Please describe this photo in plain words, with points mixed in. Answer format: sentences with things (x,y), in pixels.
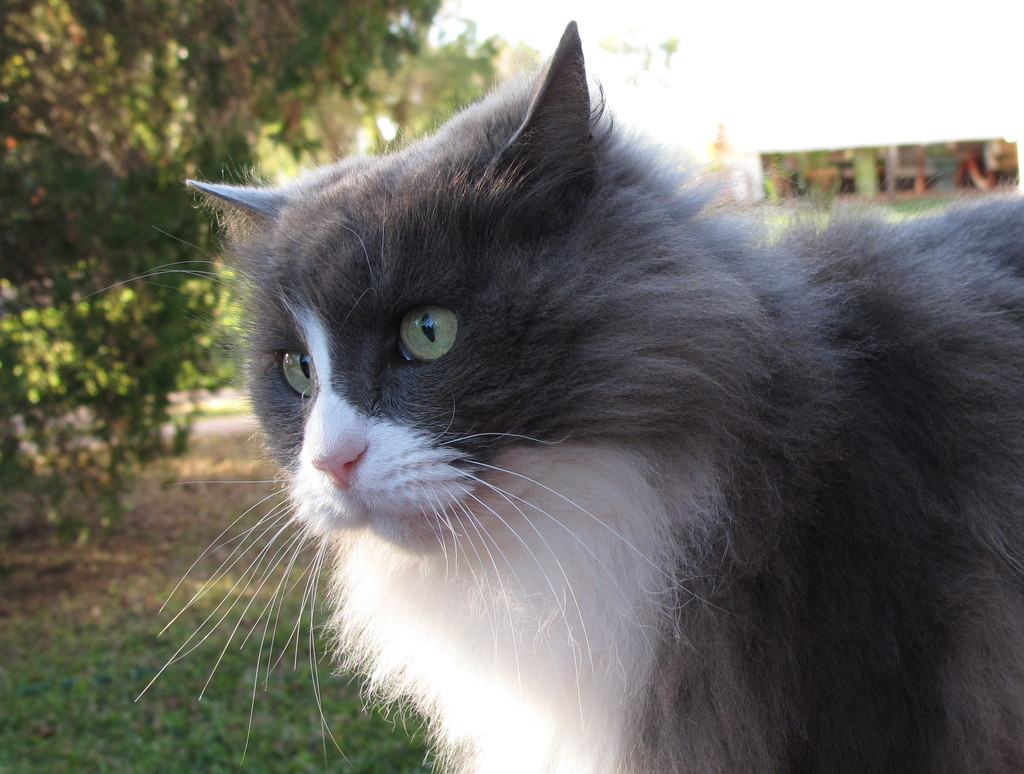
In this image there is a cat (394,601), at the bottom (199,695) there is grassland (222,683), in the top left (276,12) there is a tree (91,221).
